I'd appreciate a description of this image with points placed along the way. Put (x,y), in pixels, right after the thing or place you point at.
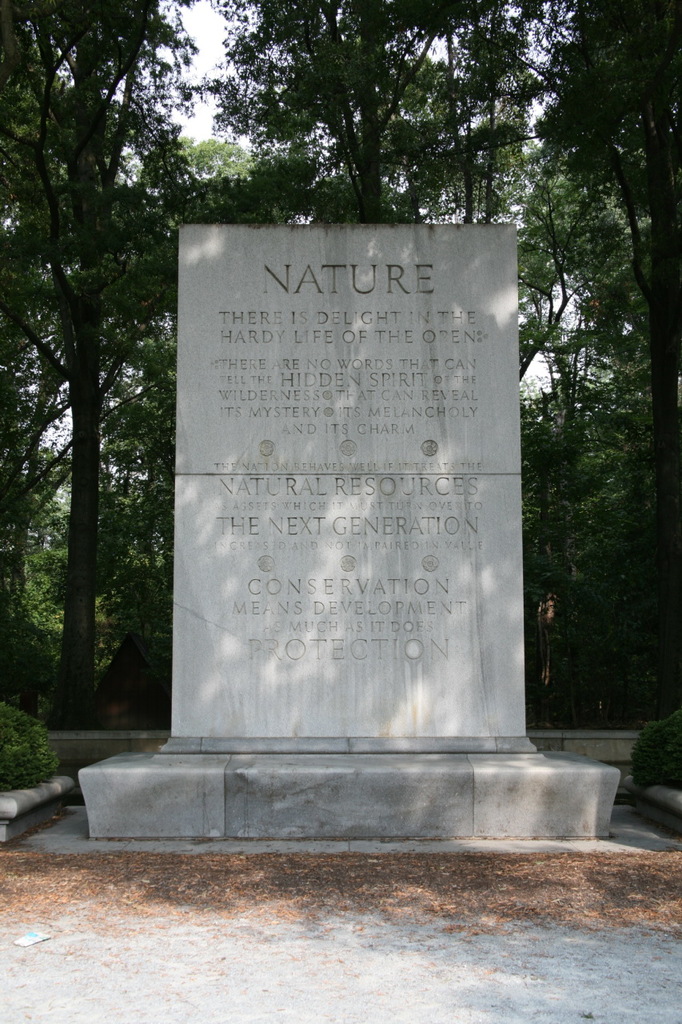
In this image there is a big rock (410,691) with note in it, behind that there are so many trees (646,379).
